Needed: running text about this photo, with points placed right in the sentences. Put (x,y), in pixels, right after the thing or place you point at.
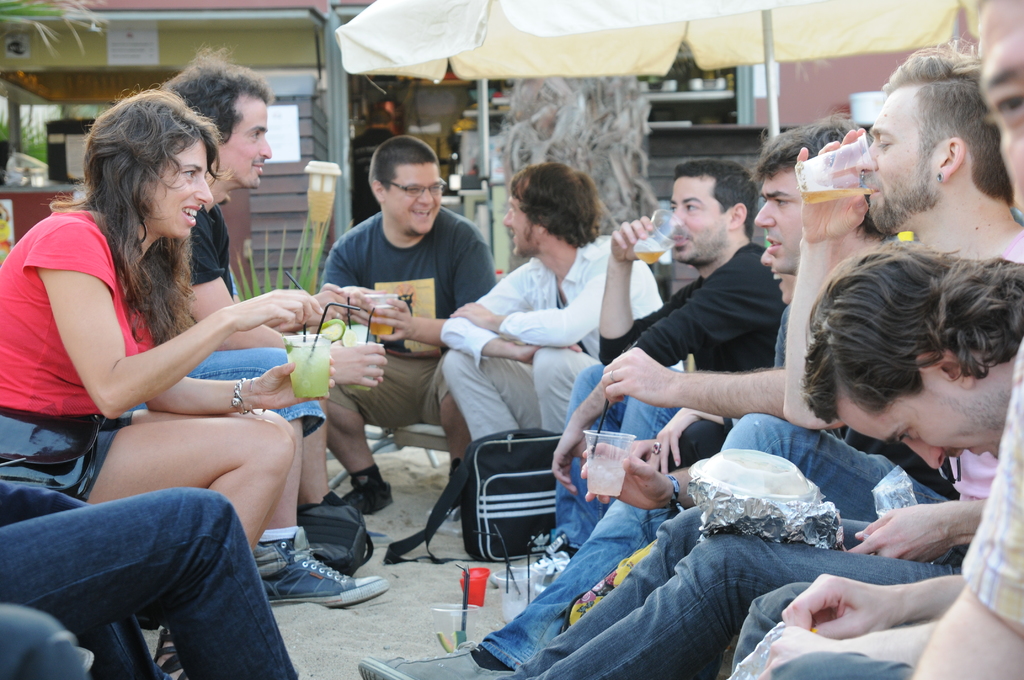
In this image there are people (300,456) sitting. Left side (22,356) there is a woman (187,356) holding a glass (306,348) having a straw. The glass (316,354) is filled with the drink (310,374). There are few people (456,297) holding the glasses (301,349). Left side there are plants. Right side (915,19) there is an umbrella (879,41). Background (47,179) there are stalls (148,19) having few objects (458,129) on the shelf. Left side (55,154) few objects (67,157) are on the table (64,186). There are glasses (475,600) and a bag (492,555) are on the land (419,594).
